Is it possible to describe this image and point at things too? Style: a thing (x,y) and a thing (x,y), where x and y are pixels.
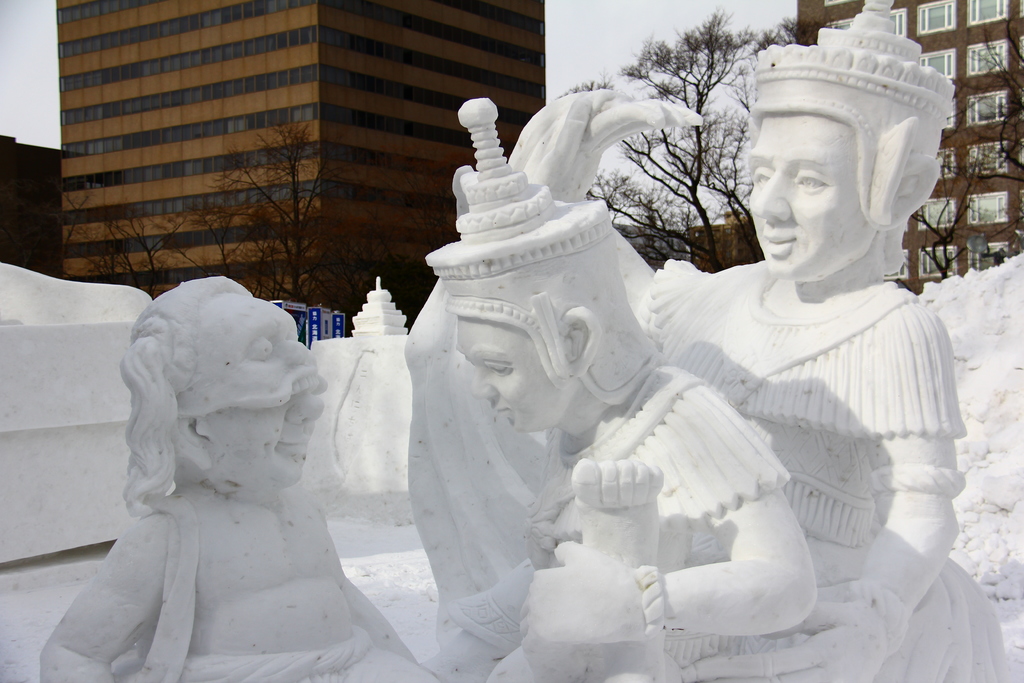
In this picture there are sculptures (675,527) in the foreground (718,501). At the back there are buildings (260,49) and trees (411,321) and there are boards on the pole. At the top (627,16) there is sky (628,45).
